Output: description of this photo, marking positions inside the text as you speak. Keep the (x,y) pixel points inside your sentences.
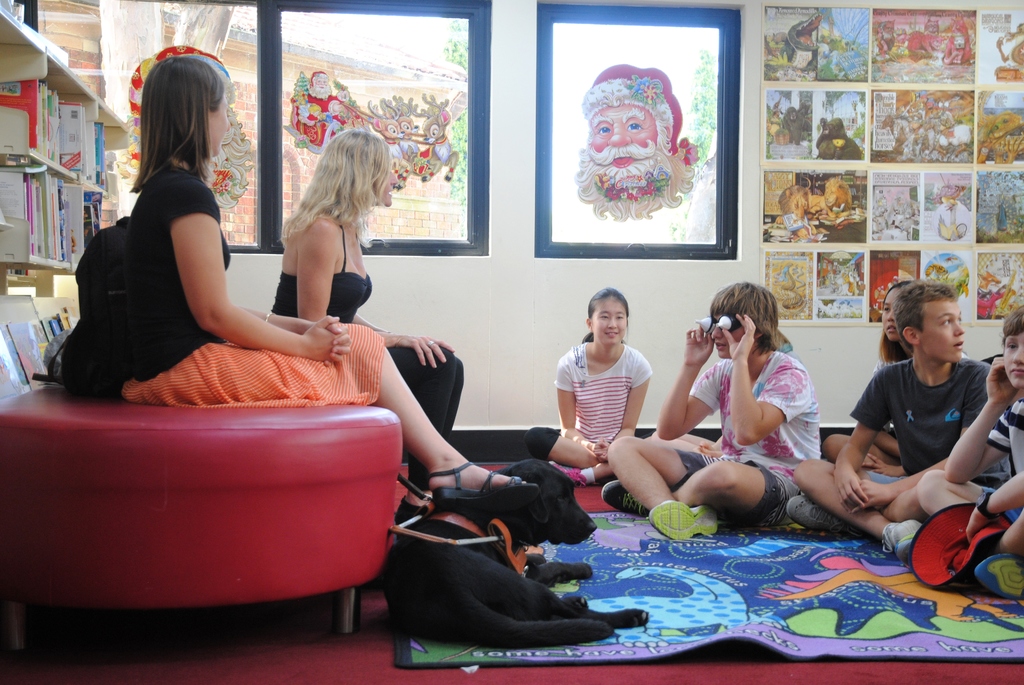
In this picture these two persons (227,371) sitting on the chair (341,415). These persons (630,437) sitting on the floor (365,664). This is dog (492,516). On the background (507,311) we can see wall (512,343), Painting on glass window (600,60), posters (1010,268). This is cupboard (17,301). In a cupboard (14,28) we can see books (72,195). This is floor (266,671). From this glass window (284,95) we can see wall (289,139).
